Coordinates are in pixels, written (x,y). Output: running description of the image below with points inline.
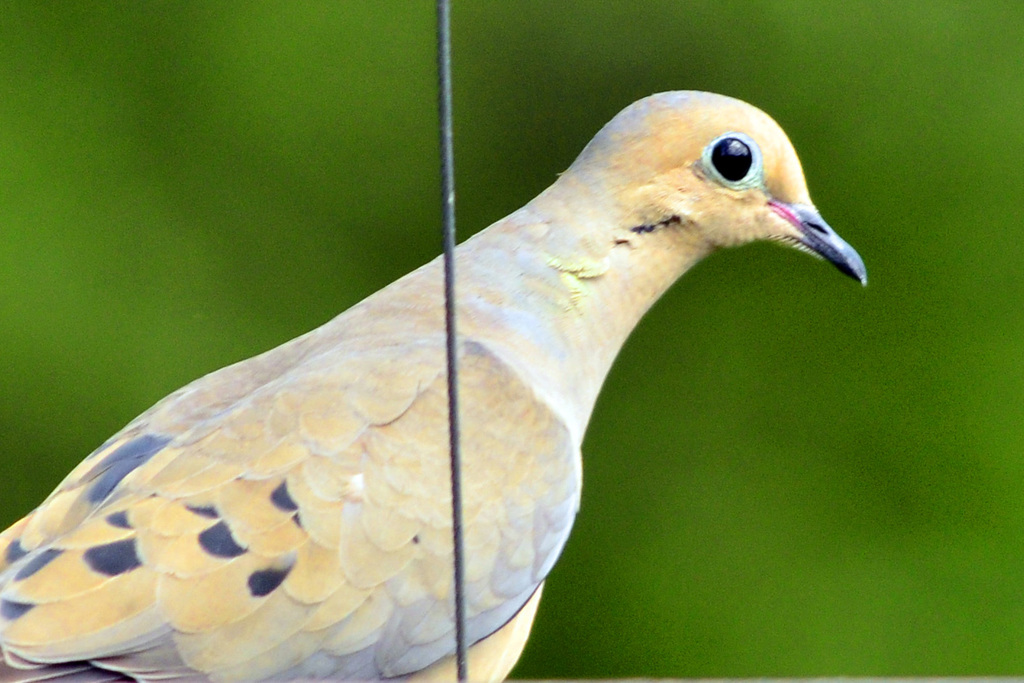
In this image I see a bird (547,273) over here which is of cream, white and black in color and I see the black color wire (453,370) over here and I see that it is totally green in the background (191,165).
